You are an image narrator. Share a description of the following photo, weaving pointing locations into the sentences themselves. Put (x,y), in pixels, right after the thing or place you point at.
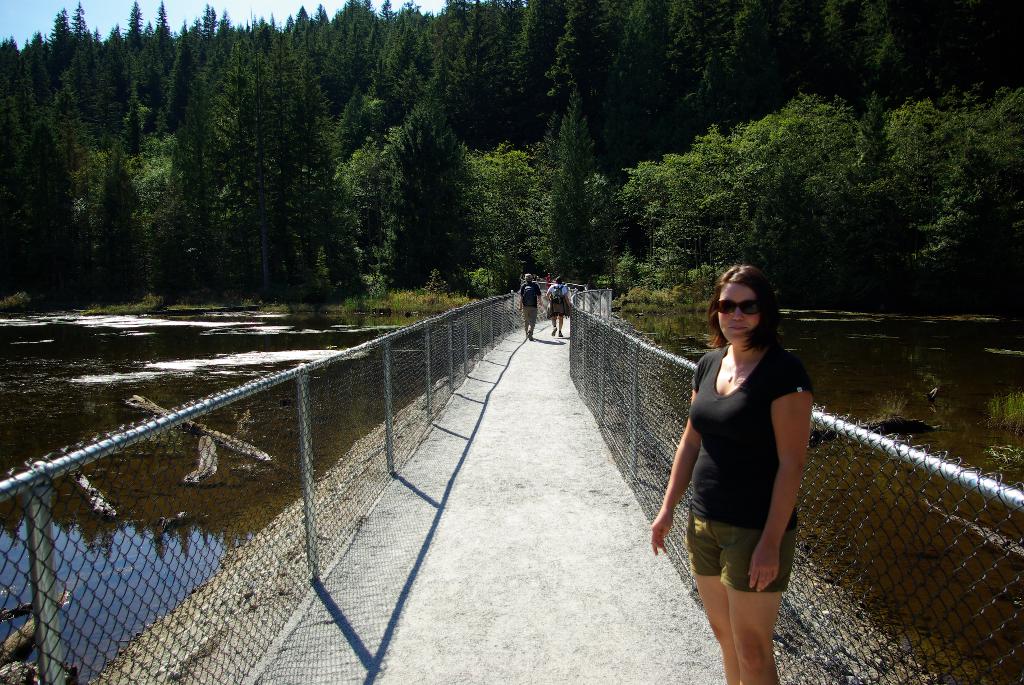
In this image I can see a path (507,441) and on it I can see few people (559,280) are standing. I can also see fencing (615,415), shadows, water (55,334) and in the background (370,80) I can see number of trees (343,149) and the sky (6,22).
